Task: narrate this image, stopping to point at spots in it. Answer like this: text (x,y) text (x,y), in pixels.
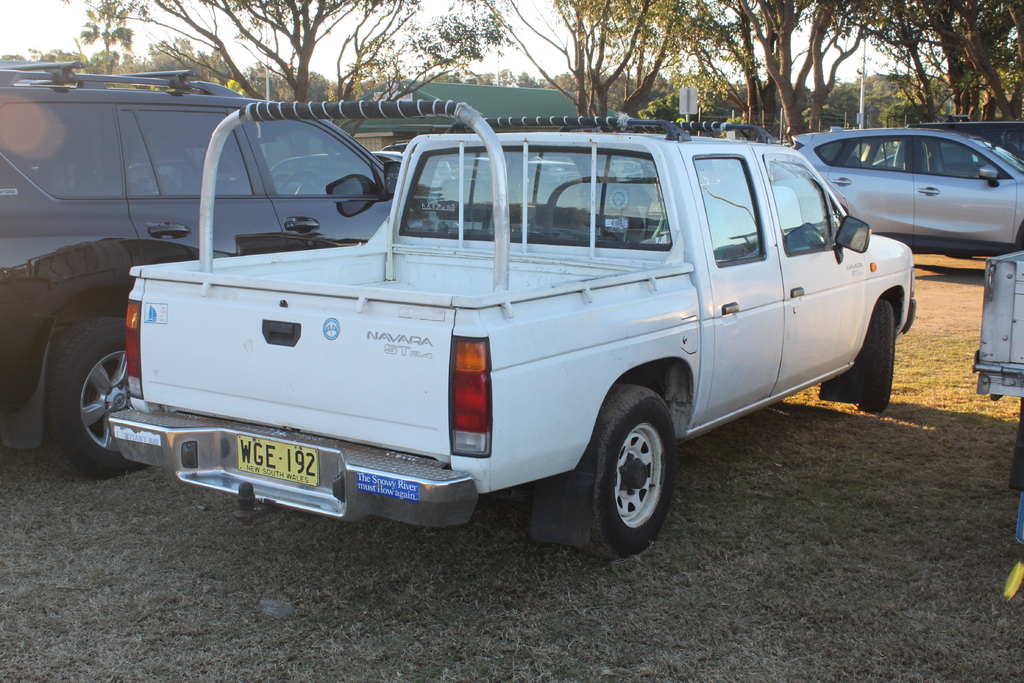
In the image there are different vehicles (820,385) parked on the ground (164,572) and in the background (959,26) there are trees (641,44).
